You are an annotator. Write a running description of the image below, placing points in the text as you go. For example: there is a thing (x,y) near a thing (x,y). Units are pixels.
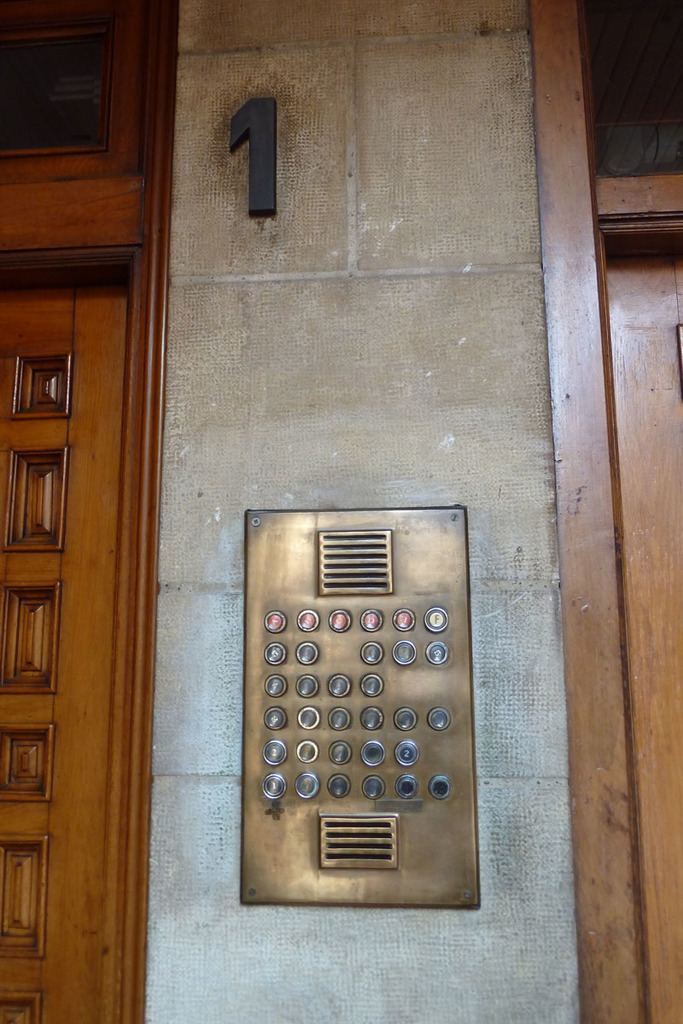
In this picture I can observe buttons (281,709) in the middle of the picture (304,648). In the top of the picture (261,122) I can observe a number (267,165). On the left side (42,496) I can observe a design (59,394) on the wood (69,333).
